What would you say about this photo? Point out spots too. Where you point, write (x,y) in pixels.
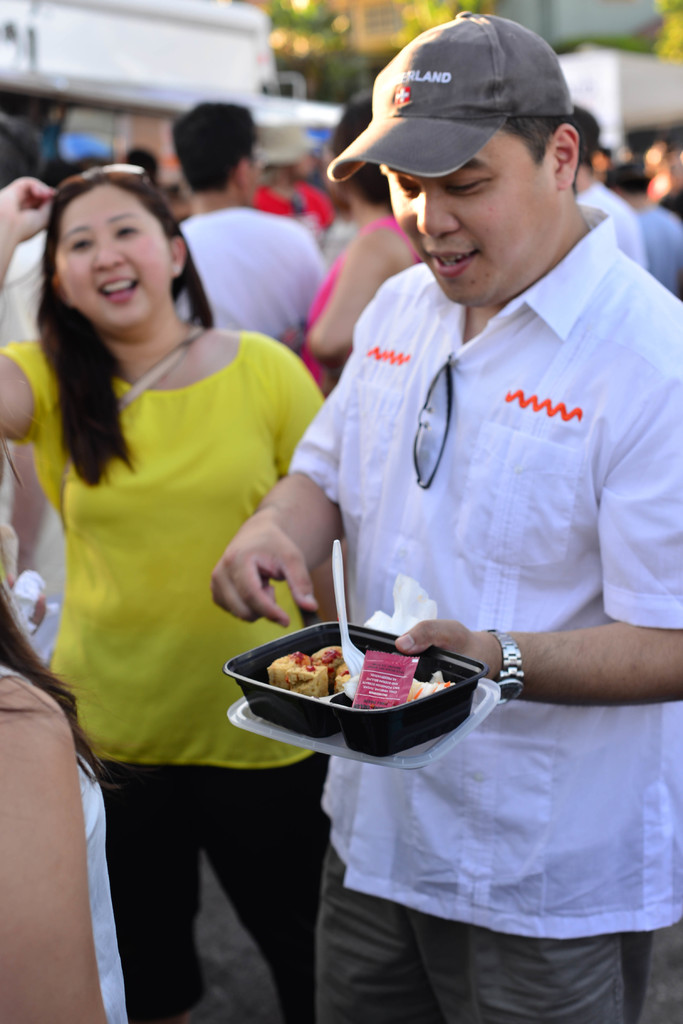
In this image we can see a person (243,593) wearing white color shirt (593,532) and holding a food item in hand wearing a cap (460,90). In the background of the image (215,146) there are people (239,177) standing. There are trees (329,28), buildings (368,31).
